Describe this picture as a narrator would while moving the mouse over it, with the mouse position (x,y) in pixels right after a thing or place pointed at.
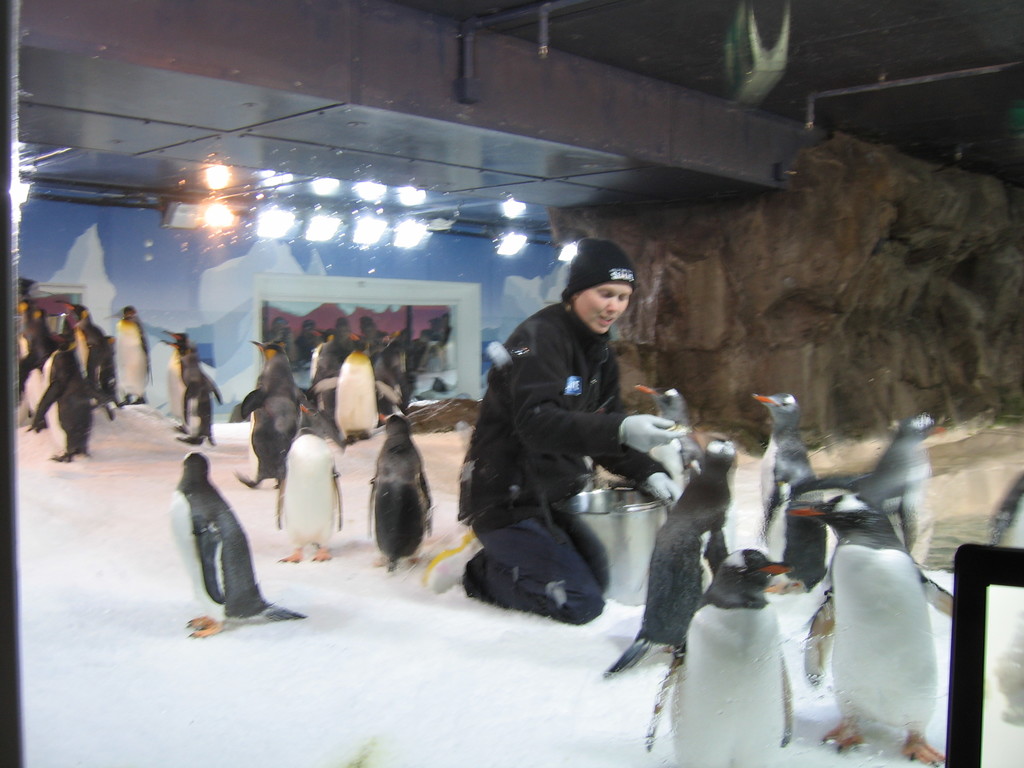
In this picture we can see a woman (556,610) sitting on her knees (563,608). she wear a white shoe (437,559). And she is in black color jacket (541,420). And she wear a cap (608,257). And these are the penguin birds (720,446). And on the back side (397,239) there are lights (267,230).
